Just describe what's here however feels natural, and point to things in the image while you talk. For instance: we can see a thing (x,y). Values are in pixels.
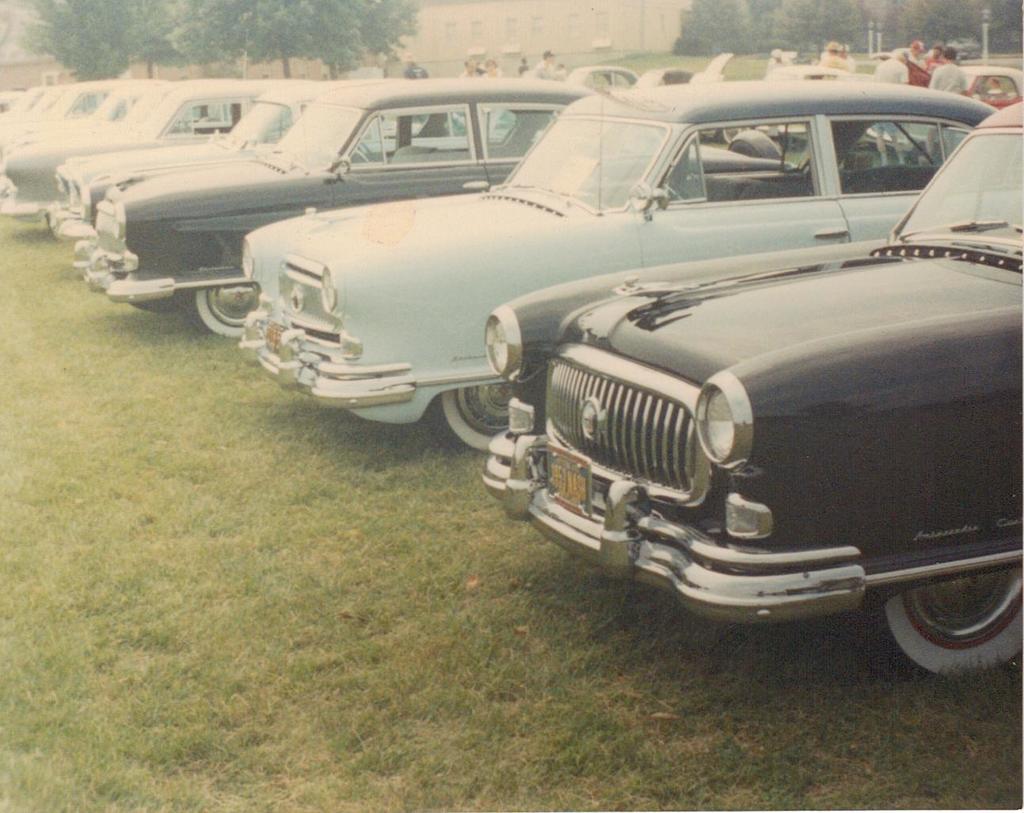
In the image in the center (615,539) we can see few vehicles (493,155) were parking. In the background (981,7) we can see buildings (579,19), trees (181,48), poles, grass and few people (909,49) were standing.
